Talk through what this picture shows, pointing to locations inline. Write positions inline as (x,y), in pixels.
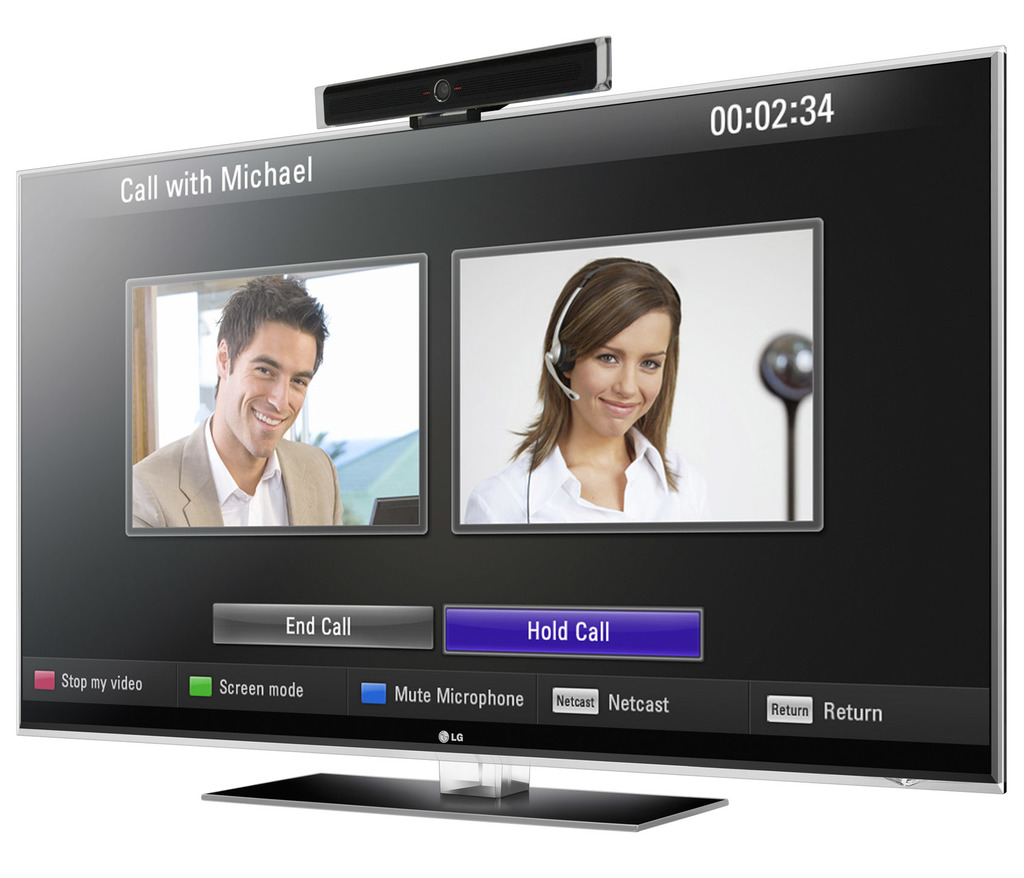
In the picture I can see the television (95,184) in which I can see an image (320,379) of a man (311,481) and woman (582,442) are displayed and I can see some icons (476,705) and the background of the image (246,75) is in white color.
